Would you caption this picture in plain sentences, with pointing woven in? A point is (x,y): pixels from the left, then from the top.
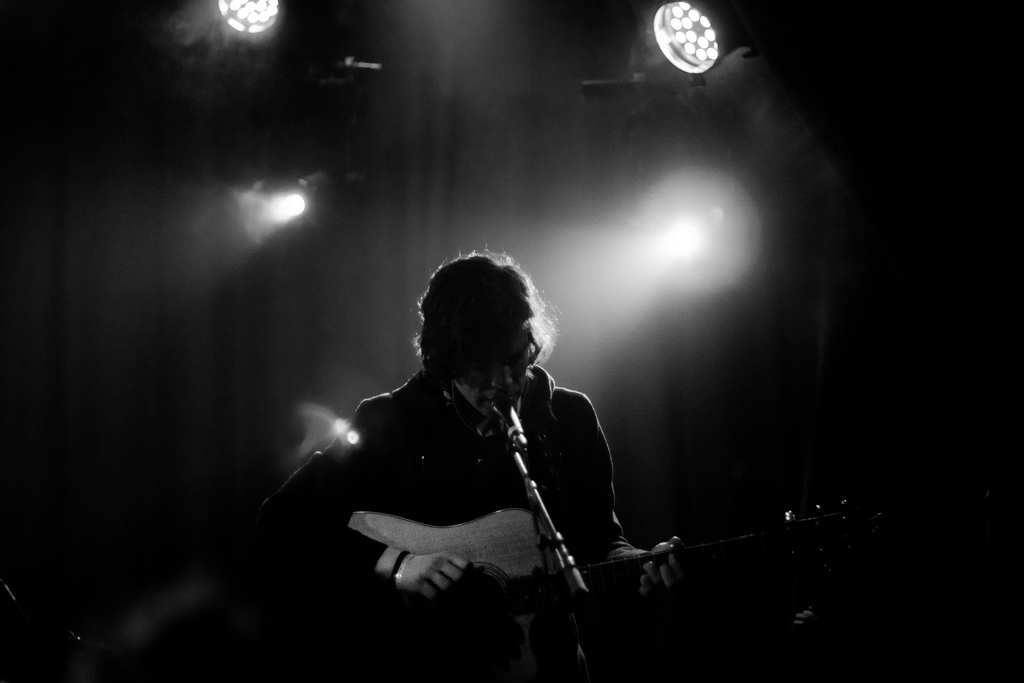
In this picture we can see man (590,544) holding guitar (543,544) in his hand (452,574) and playing it and singing on mic (569,572) and in background (689,223) we can see lights (689,223) and it is dark.
